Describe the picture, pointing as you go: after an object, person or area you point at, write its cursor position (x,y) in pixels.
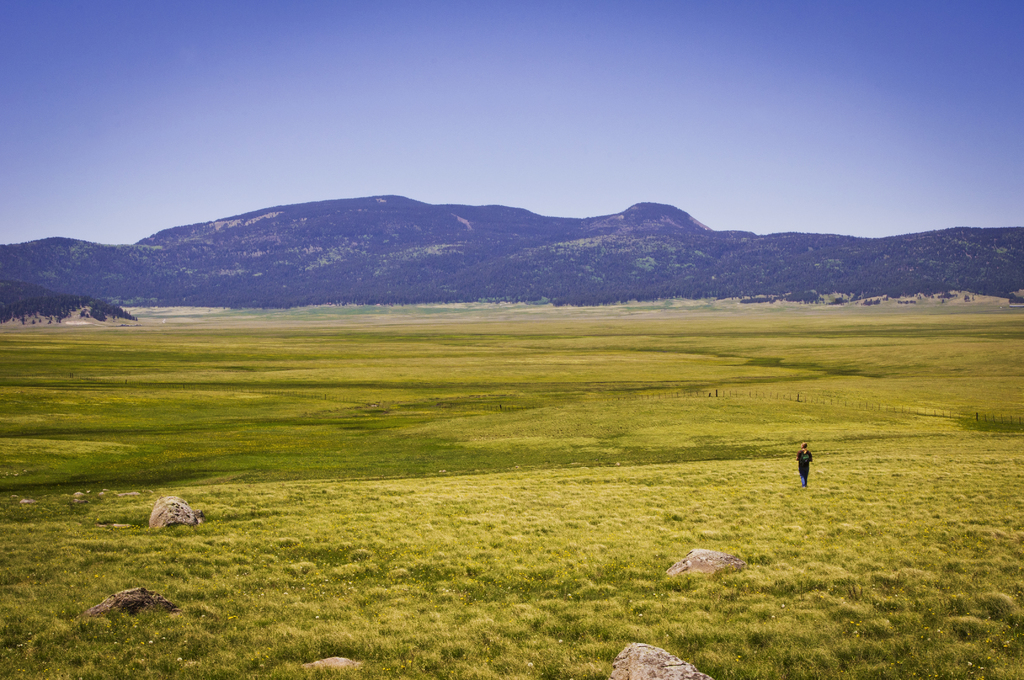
In this image I can see a person (801,453) is standing on the ground (671,447). Here I can see the grass (337,548). In the background (480,267) I can see mountains (429,241) and the sky (405,132).
